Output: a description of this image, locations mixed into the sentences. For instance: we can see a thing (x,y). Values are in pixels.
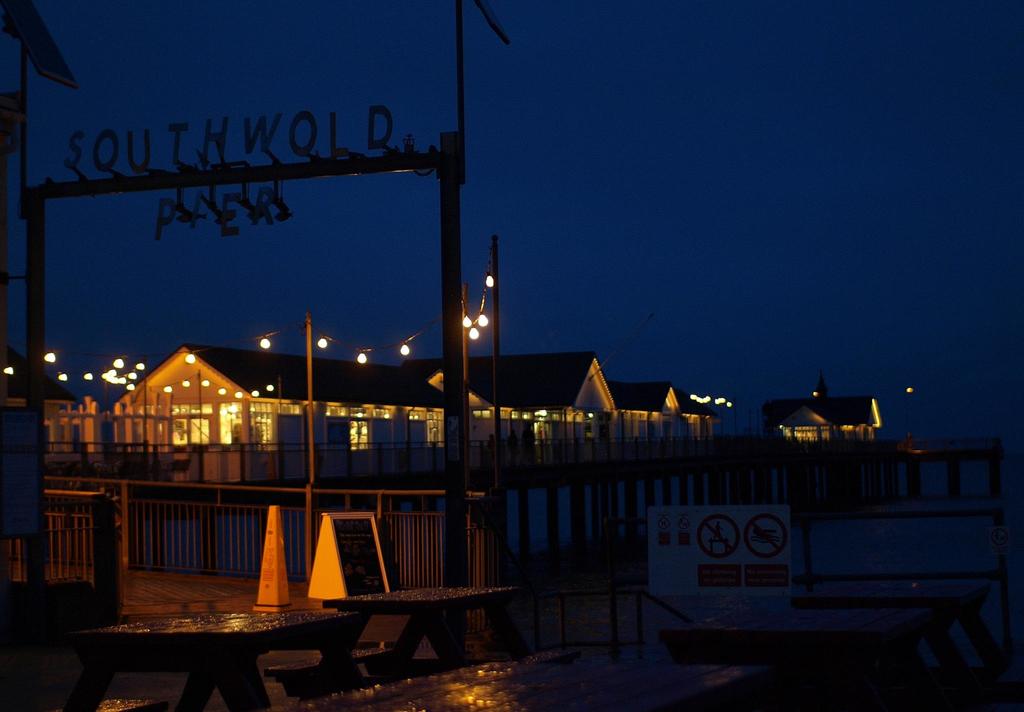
Here we can see houses (155,385), fence (77,519), wooden poles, decorative lights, some objects (319,559) on the floor (168,591), sign board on a railing (804,550), water (890,552) and sky (539,164).
